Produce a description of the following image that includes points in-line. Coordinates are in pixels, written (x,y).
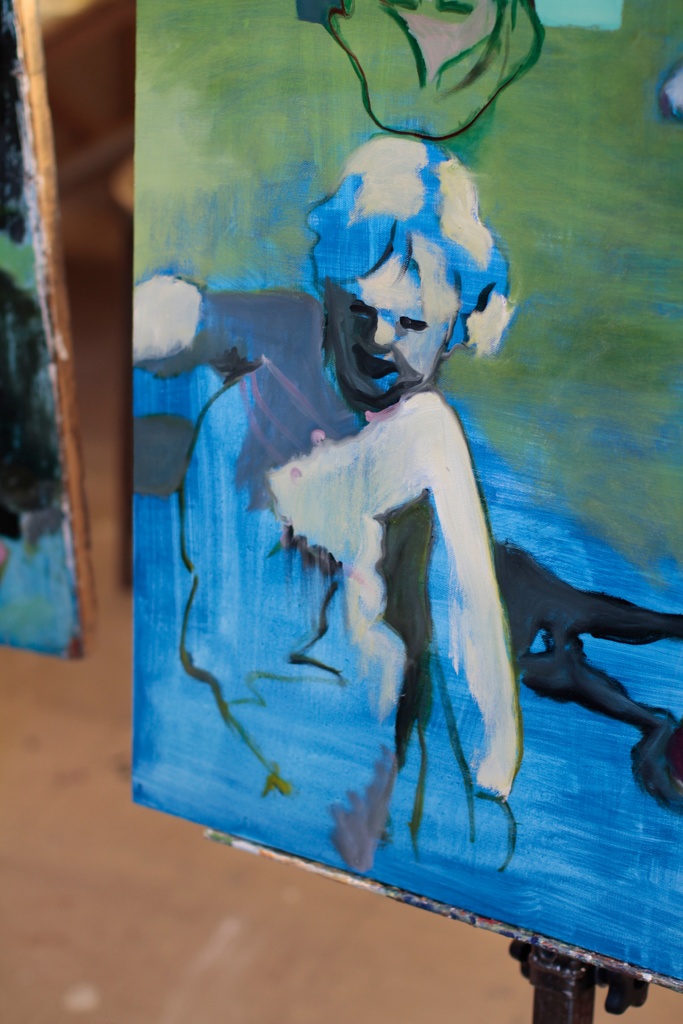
We can see boards (638,658), on this board (638,658) we can see painting (544,227) of a person (351,507) and we can see floor (45,789).
